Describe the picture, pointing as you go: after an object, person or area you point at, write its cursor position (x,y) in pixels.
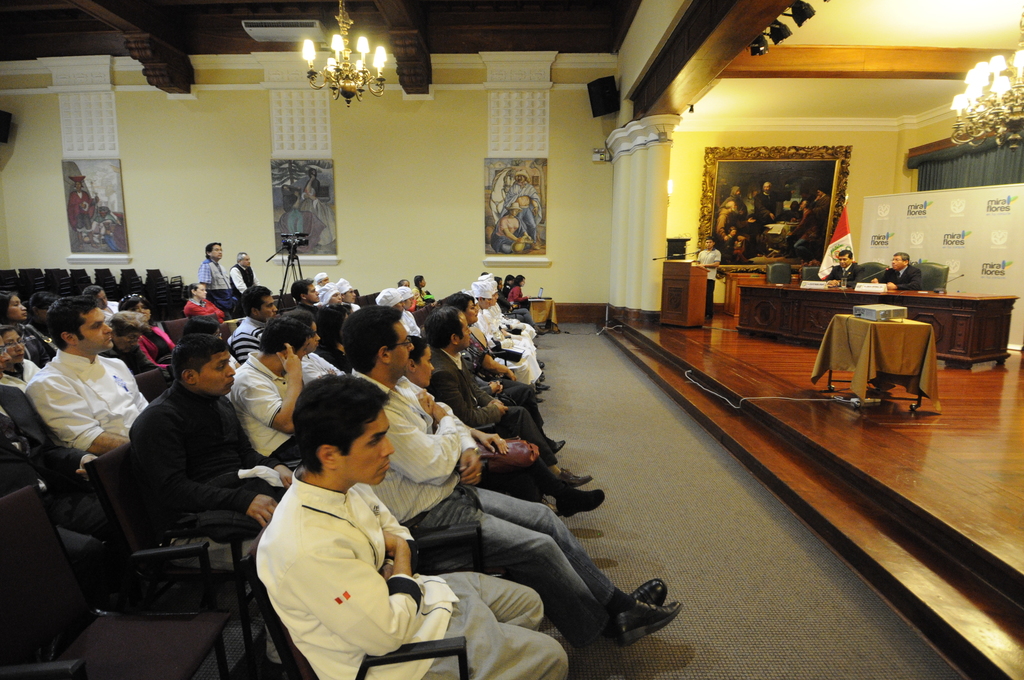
In the left (87,343) a group of people (85,501) are sitting on the chairs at the top (306,51) there is a light (341,30) in the right (946,279) two persons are sitting on the chairs (938,264) and speaking there are photos (795,238) on the wall (816,143).
